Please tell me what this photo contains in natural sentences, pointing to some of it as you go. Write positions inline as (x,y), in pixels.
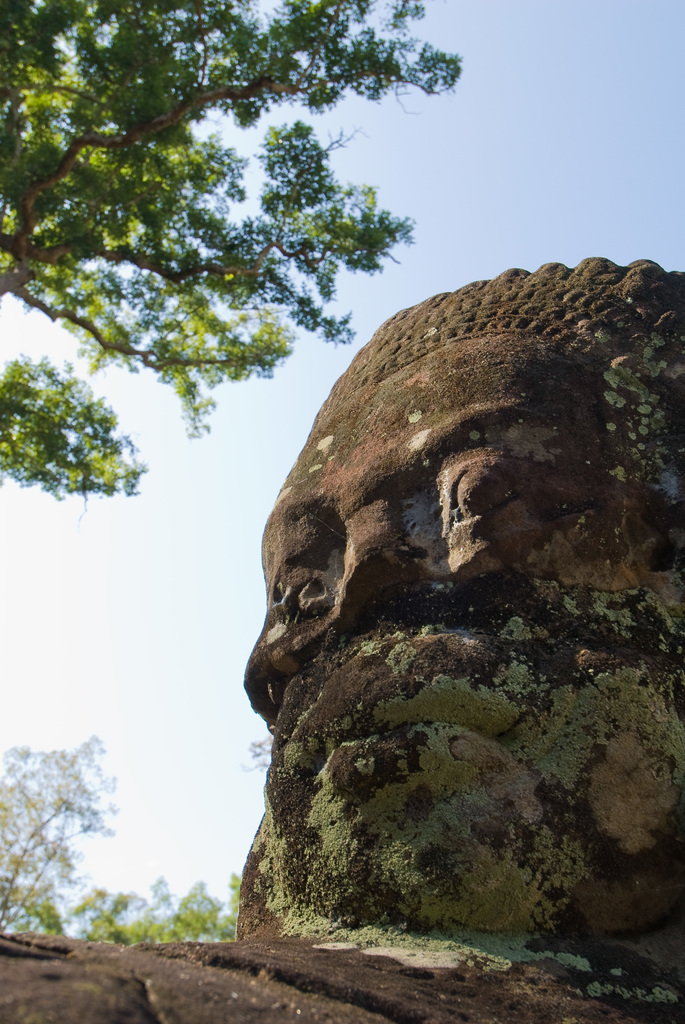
In this picture we can see a sculpture (389,907), trees (153,267) and in the background (510,114) we can see the sky (413,197).
